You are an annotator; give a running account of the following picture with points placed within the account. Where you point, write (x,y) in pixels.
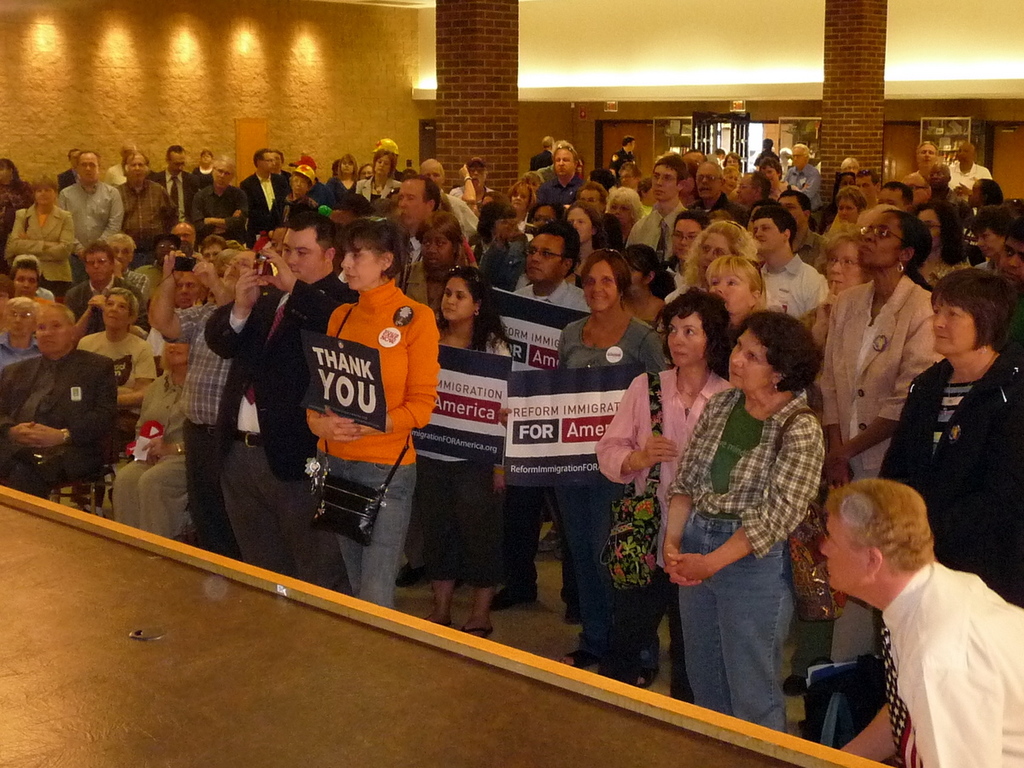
In this picture we can see a group of people (956,658) are standing. In the center of the image (526,321) we can see some people (597,504) are holding boards (474,429) and some of them are carrying bags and holding camera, mobile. On the left side of the image (24,281) we can see some people (150,352) are sitting on the chairs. At the top of the image (294,56) we can see the wall (392,56), pillars (848,36), lights (558,77), boards (803,117), door (1012,136). At the bottom of the image (215,658) we can see a stage (206,664).
